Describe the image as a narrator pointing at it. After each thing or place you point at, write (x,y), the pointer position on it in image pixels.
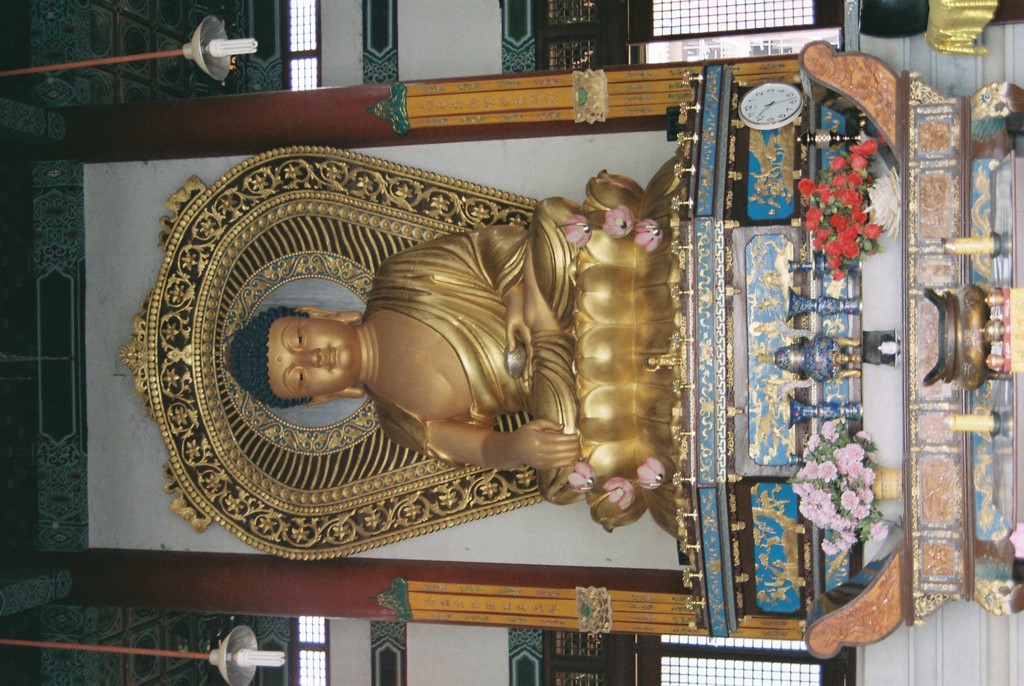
In the image there is a statue of buddha (392,275) and under the statue (497,335) there are flower vases (896,468) and other objects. Around the statue (565,389) there are windows (560,54).
